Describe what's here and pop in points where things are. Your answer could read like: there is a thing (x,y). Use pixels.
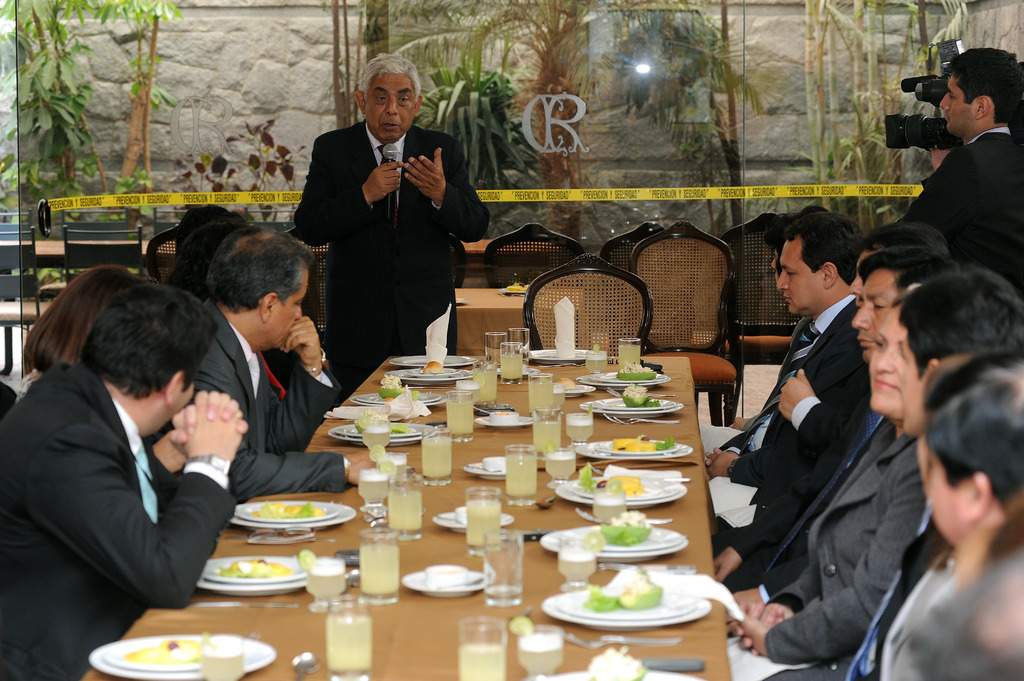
In this image i can see few persons (858,311) sitting on the chair (672,273) in front of them there are few glasses (468,513), plate (588,527) and food (615,535) in the plate (456,516) on the table (503,497), at the back ground (618,105) i can see a small plant (712,64), a wall (764,75) and a camera (924,102).
